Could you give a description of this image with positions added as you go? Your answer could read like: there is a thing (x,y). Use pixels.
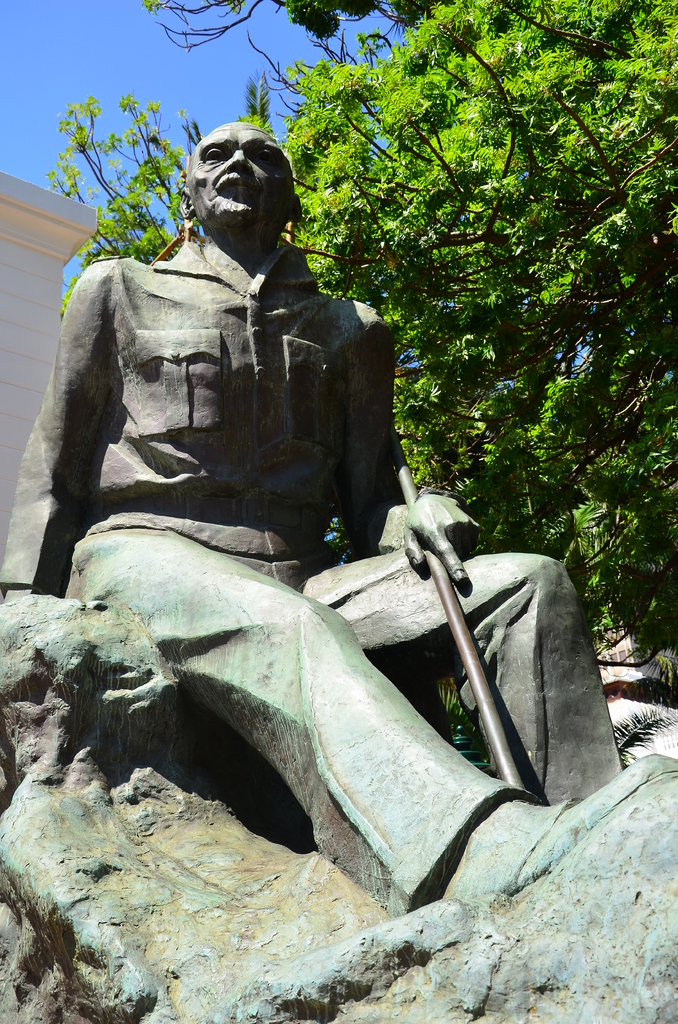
In the center of the image (283,501) there is a statue (231,806). In the background (74,253) there is building (64,222), tree (457,111) and sky (163,76).
